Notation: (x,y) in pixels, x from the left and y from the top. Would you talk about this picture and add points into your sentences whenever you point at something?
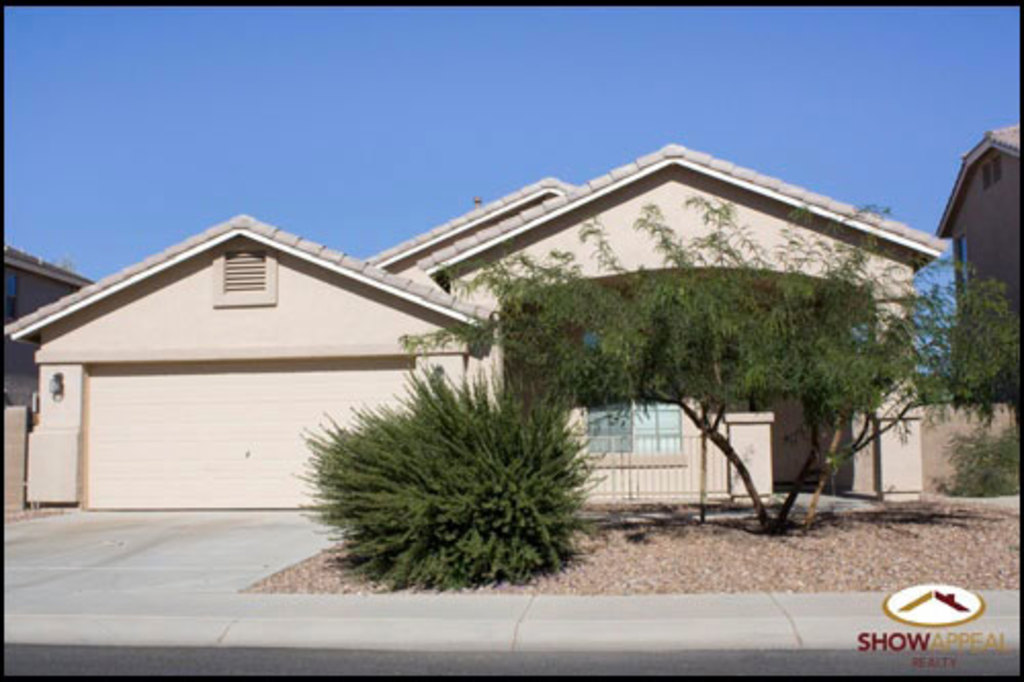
In this image I can see few trees (587,370) in green color, background (1008,180) I can see few buildings (852,226) in cream and brown color and the sky (373,69) is in blue color.
